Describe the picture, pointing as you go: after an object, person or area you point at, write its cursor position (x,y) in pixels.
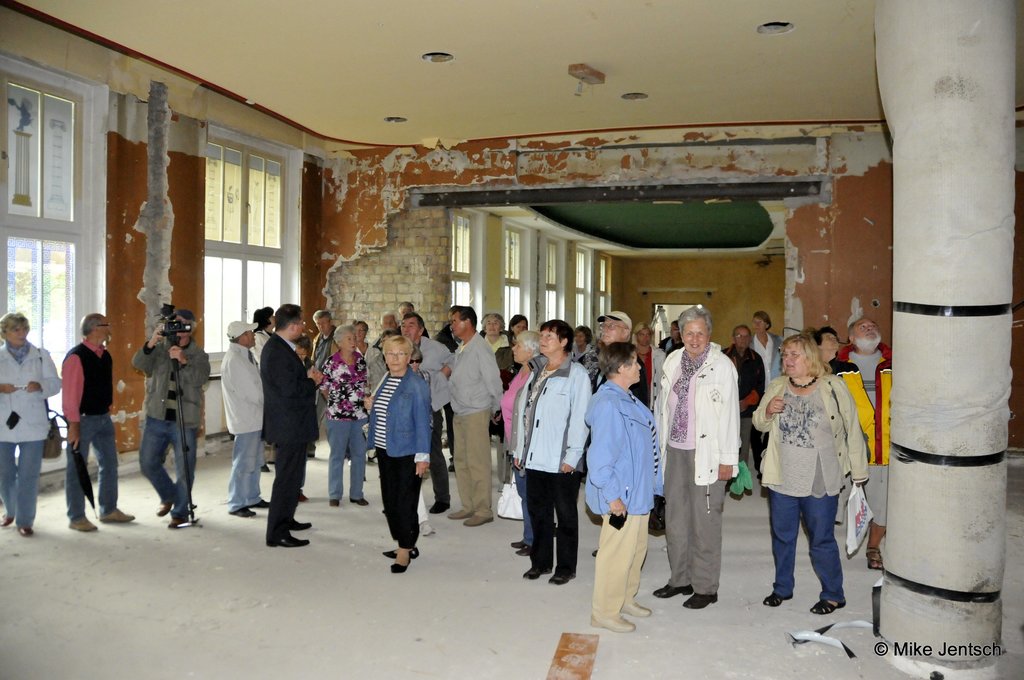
In this image, there are a few people (460,414). We can see the ground (768,624) with some objects (800,642). We can also see a pillar (930,24) and the wall (310,215) with some windows (70,135). We can see some boards (238,191) with images (22,113) and text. We can see the roof (425,103) with some objects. We can also see some text (900,656) on the bottom right corner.
